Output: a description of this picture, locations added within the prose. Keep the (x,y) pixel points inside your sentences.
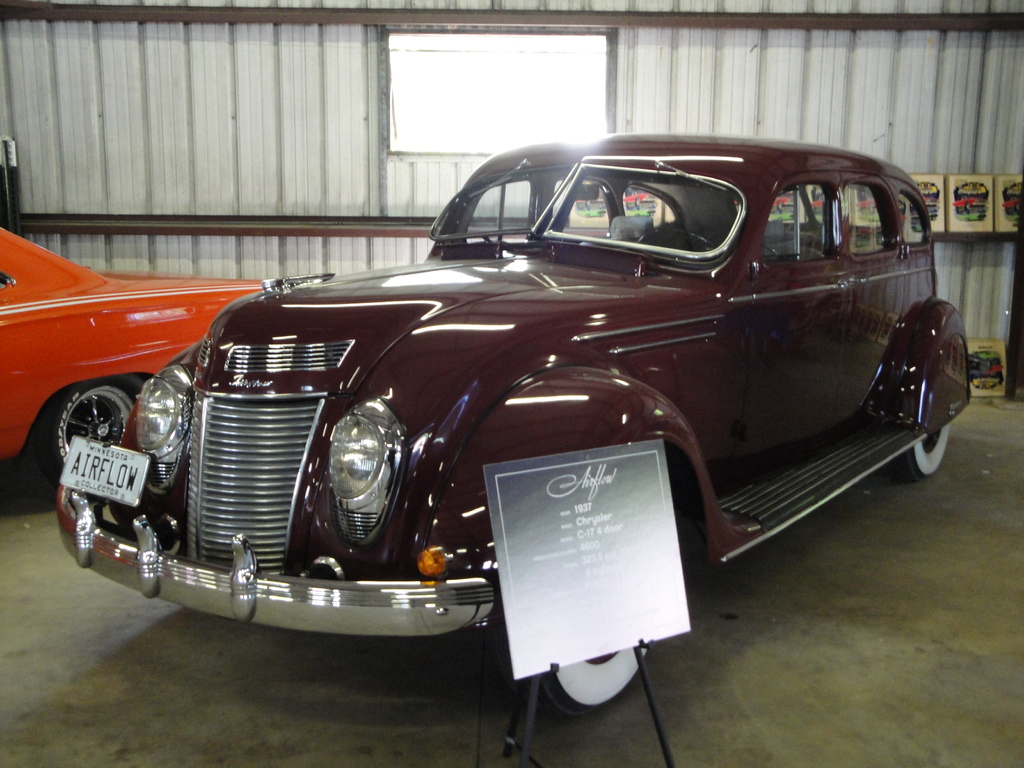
In this image I can see the vehicles (516,311) inside the shed (972,414). These vehicles (338,394) are in orange and dark brown color. And I can see the board (599,608) in-front of the vehicle (461,350). In the back (198,197) I can see the metal wall (724,130) and the window (590,87).
